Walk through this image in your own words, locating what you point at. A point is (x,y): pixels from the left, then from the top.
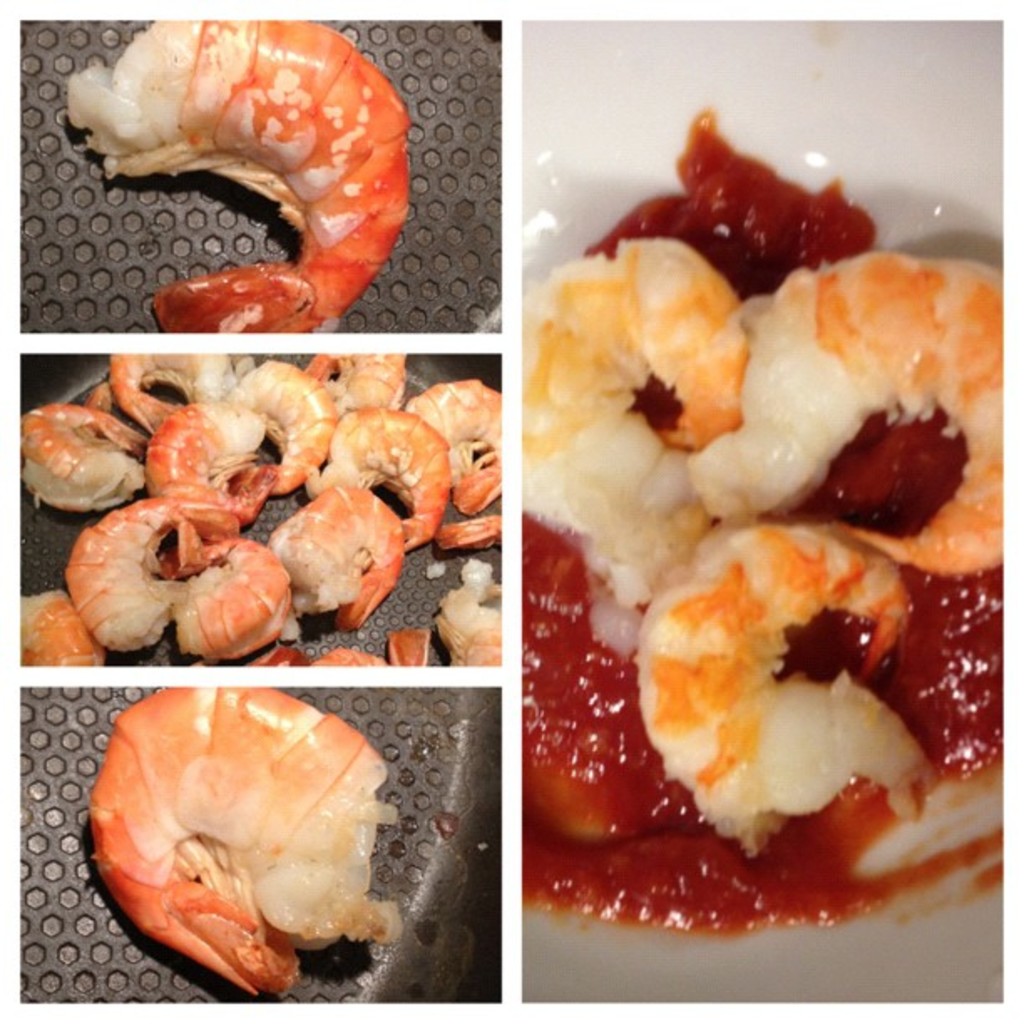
It is the photo grid image in which there are prawns (611,465) in the sauce (637,761).
